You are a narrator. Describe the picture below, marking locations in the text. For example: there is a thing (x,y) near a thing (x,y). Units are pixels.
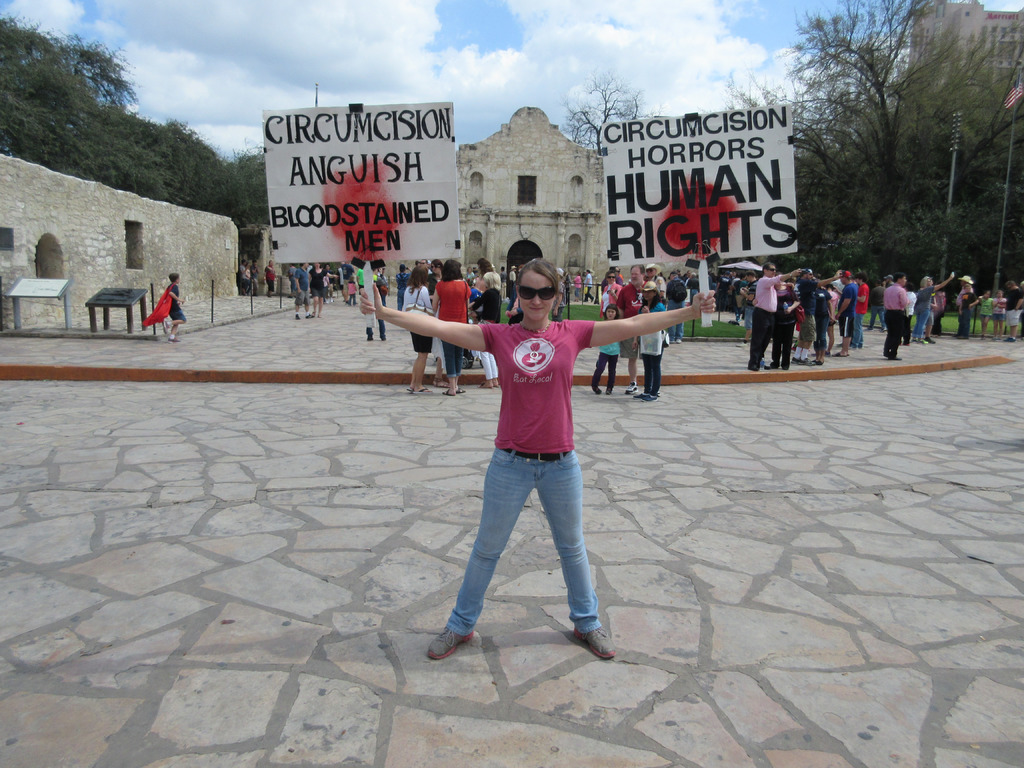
There is a woman (575,496) holding boards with her hands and she has goggles (547,288). Here we can see tables (45,286), poles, grass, and group of people (606,345). In the background (921,87) we can see trees (845,205), buildings (1013,22), and sky (627,24) with clouds (668,45).
